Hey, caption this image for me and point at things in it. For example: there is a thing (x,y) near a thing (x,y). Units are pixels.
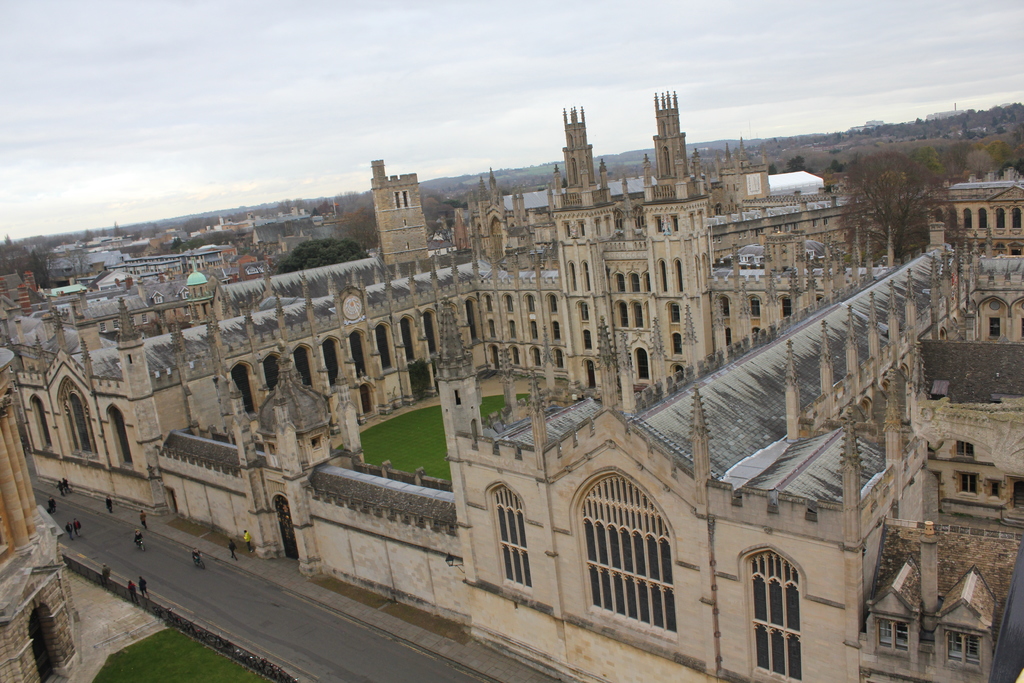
In this image there is the sky (358,77), there are buildings (606,285) in the image, there are trees (854,213), there are windows (954,642), there is the door (288,528), there is grass (410,438), there is road (463,680), there are persons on the road (125,556), there is a building (28,558) truncated towards the left of the image (25,529), there is a building (844,538) truncated towards the right of the image (966,299).
